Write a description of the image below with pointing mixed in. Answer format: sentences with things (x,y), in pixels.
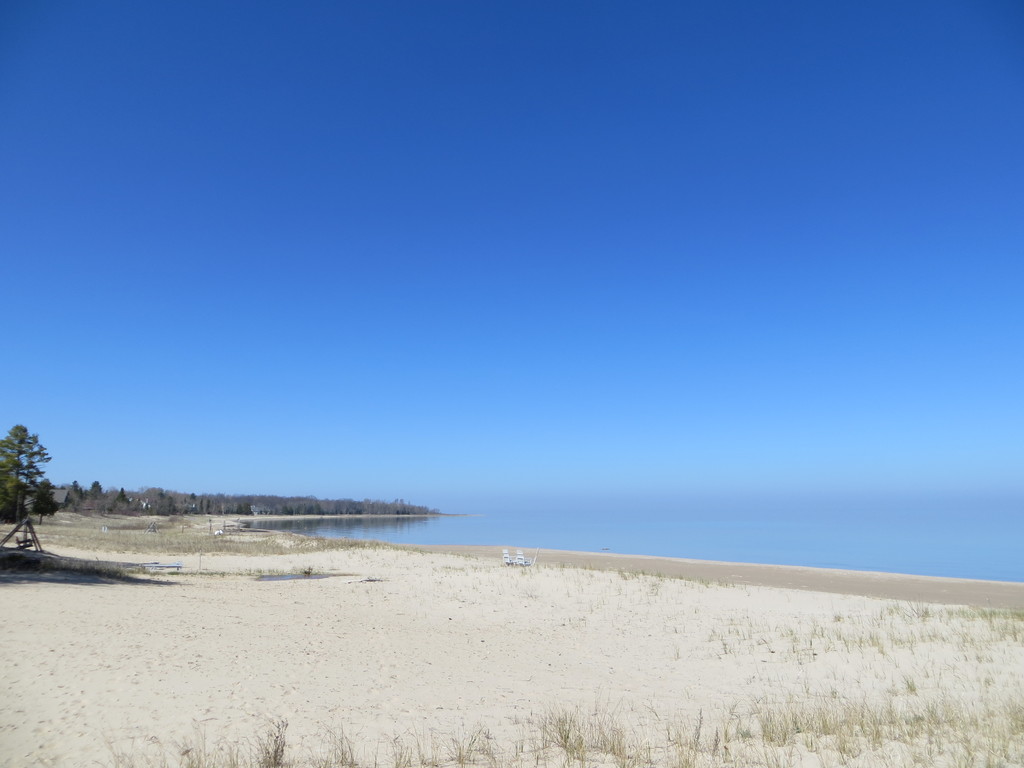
In this picture I can see the land (204,564) on which there is grass (59,538) and in the left side of this picture (6,482) I can see a tree (3,469). On the right side of this picture (756,545) I can see the water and in the background (455,213) I can see the clear sky (559,256).
